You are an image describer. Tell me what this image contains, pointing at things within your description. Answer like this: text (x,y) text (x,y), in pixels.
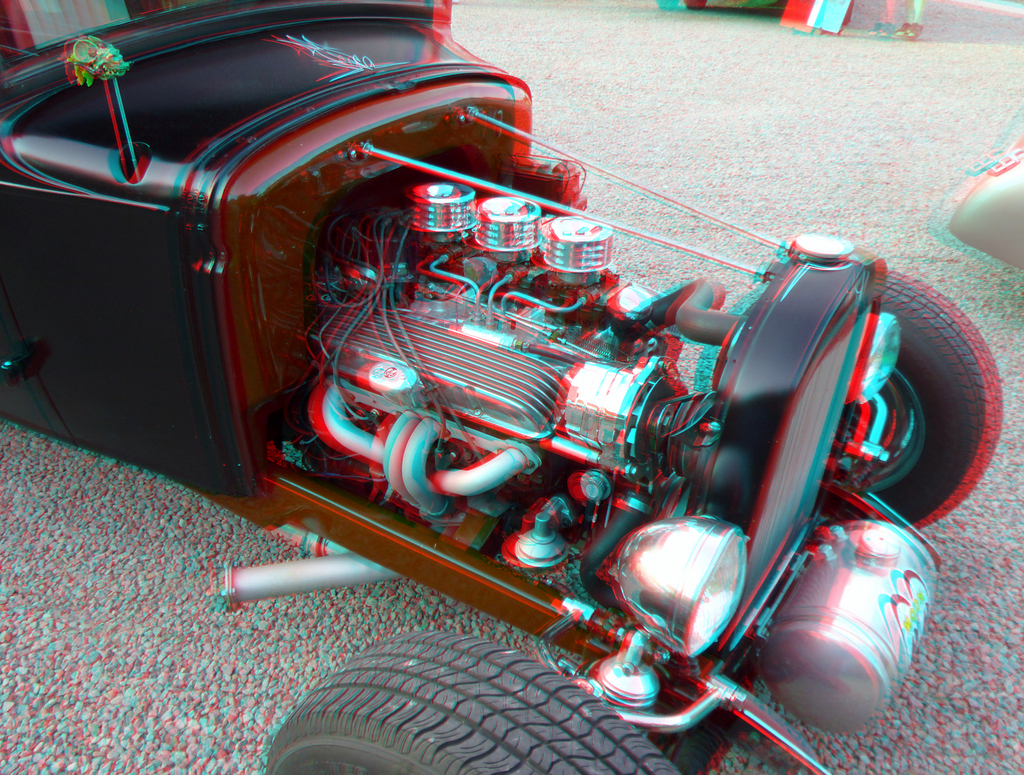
In this picture we can see a vehicle (380,311) on the ground (1001,270) and in the background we can see some objects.
